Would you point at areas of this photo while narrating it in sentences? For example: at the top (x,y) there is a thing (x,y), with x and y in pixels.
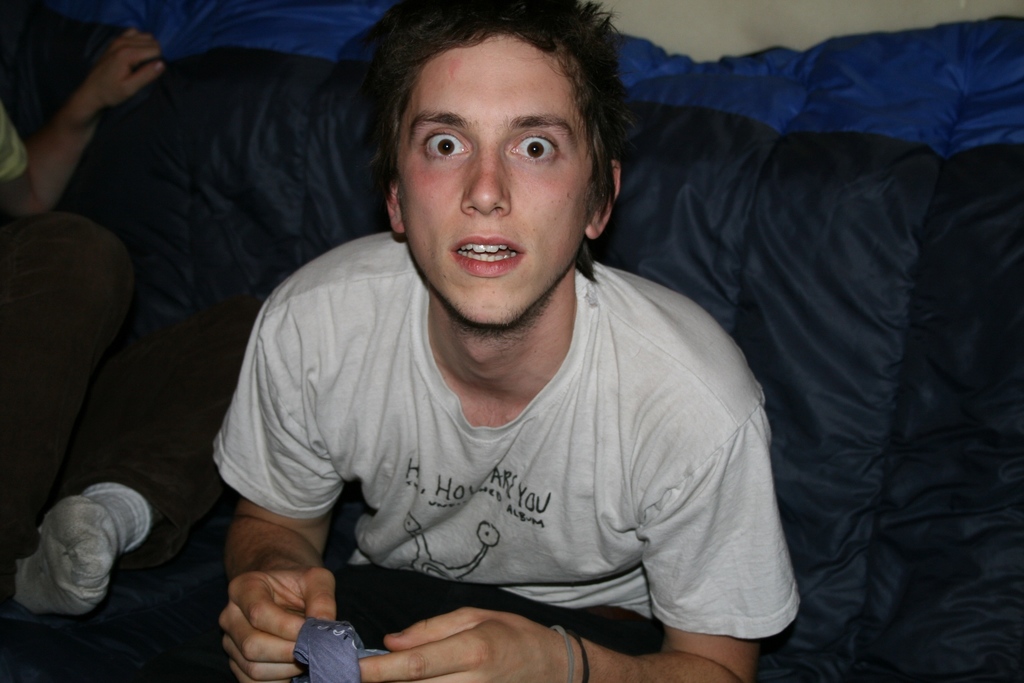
In this image I can see a person (674,354) wearing ash color dress (656,442). Back I can see a blue and black color object (853,152).
